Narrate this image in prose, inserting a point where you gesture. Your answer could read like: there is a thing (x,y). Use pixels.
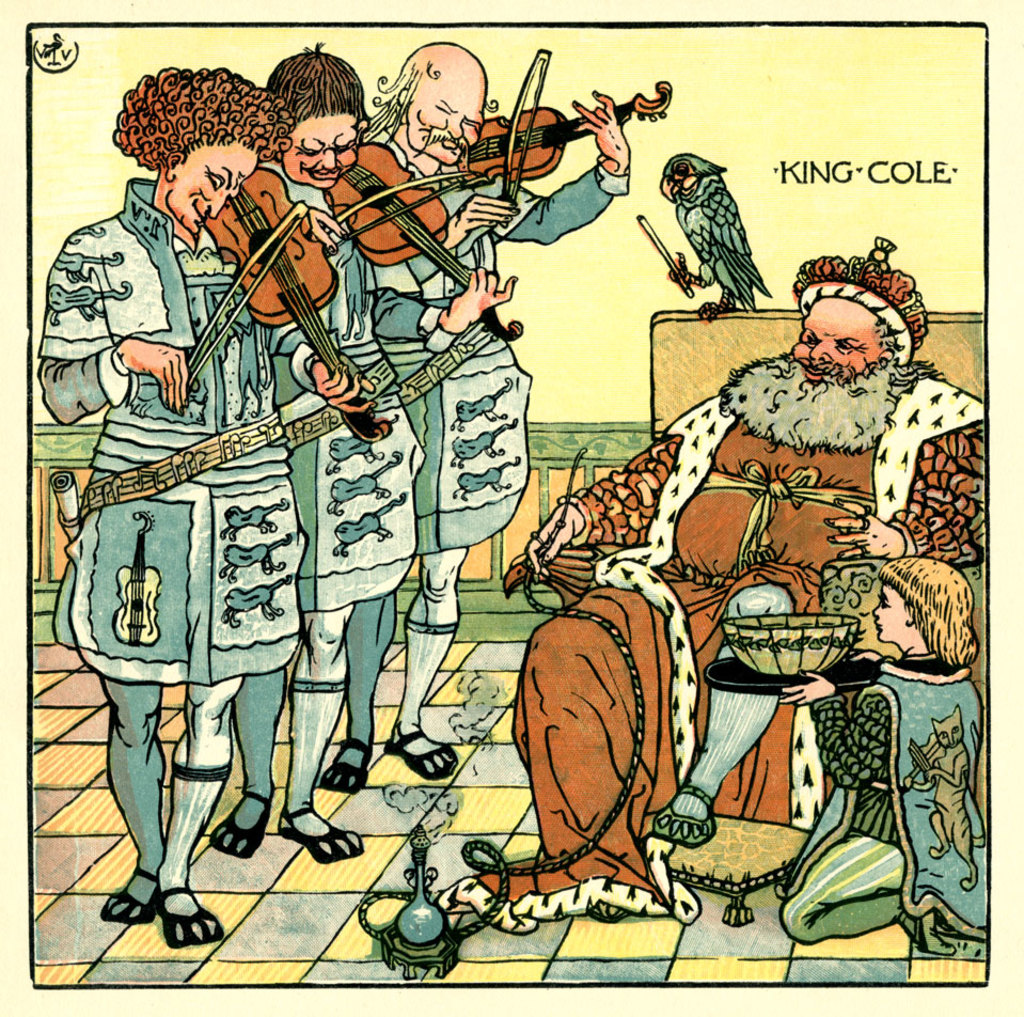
This is the drawing image in which there are persons (311,438) standing and playing musical instrument (558,140) and there is a person (739,517) sitting and there is a bird (733,274) and there is some text (850,184) written on it and on the right side (889,802) there is a person (882,804) kneeling and holding a plate (770,678) and on the plate (786,677) there is a bowl (792,648).
